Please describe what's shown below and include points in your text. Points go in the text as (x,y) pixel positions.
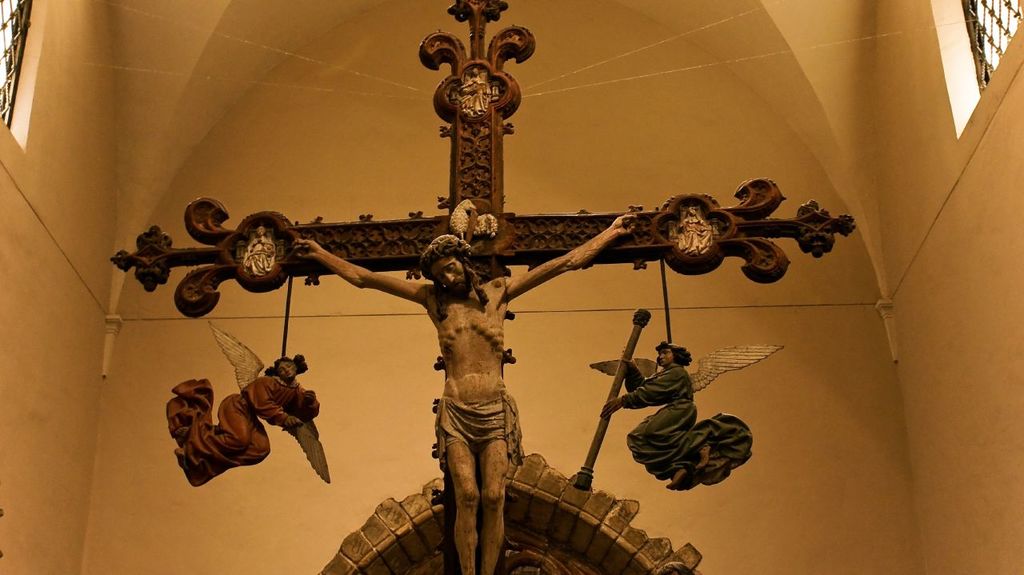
In this image we can see some statues (488,392) on a cross (502,195). On the backside (319,548) we can see a wall (525,361) and windows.
